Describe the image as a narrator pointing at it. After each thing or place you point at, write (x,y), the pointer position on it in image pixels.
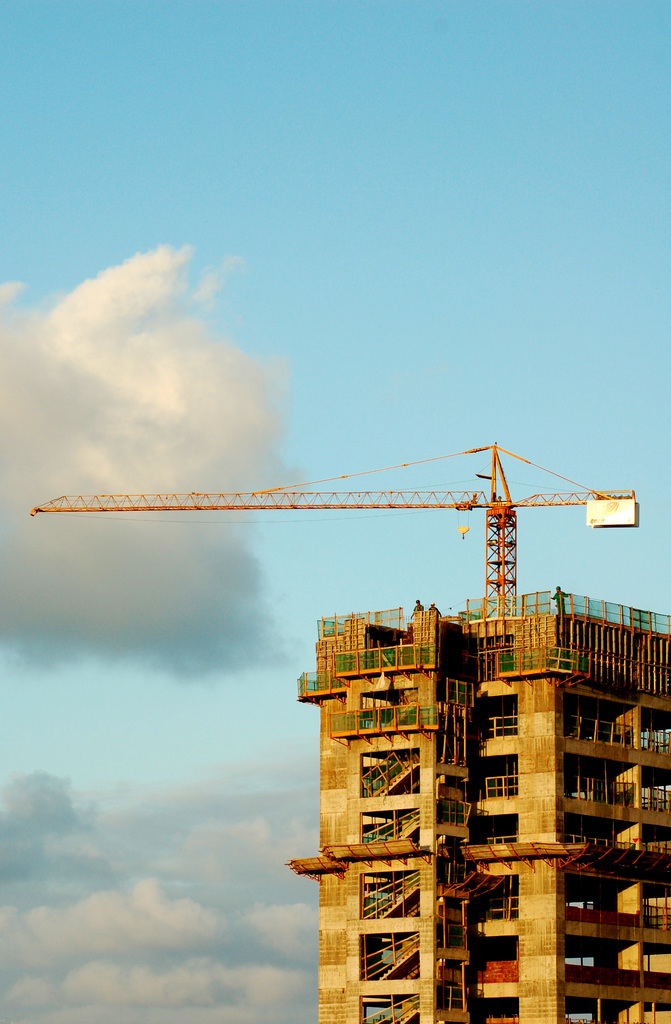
In this image I can see the sky (449,207) and the sky (146,480) is cloudy and I can see a constructed building (525,796).
